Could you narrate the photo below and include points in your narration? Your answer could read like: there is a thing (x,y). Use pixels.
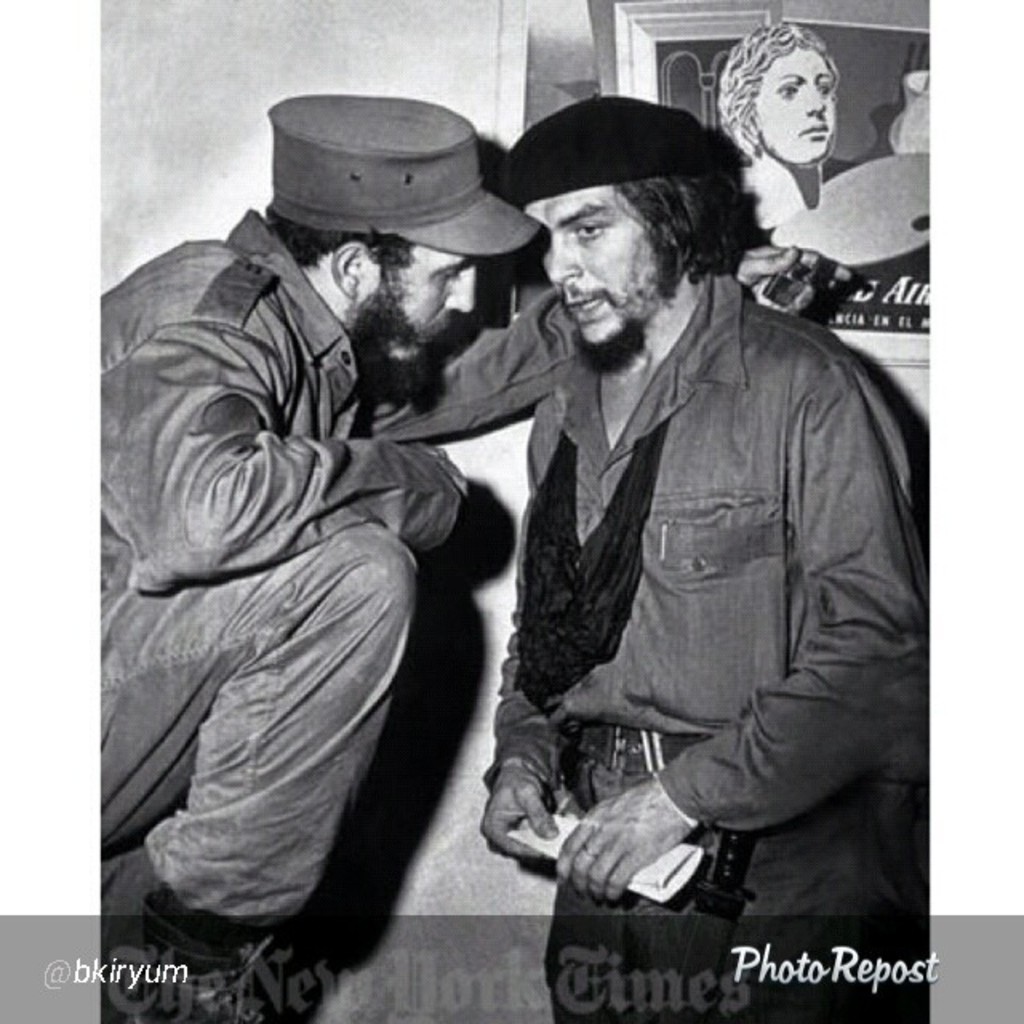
In this picture we can see two famous personalities (760,487) talking with each other. In the background (575,40) we can see frame (628,40) and wall (481,669). At the bottom (504,988) there is text (656,999).
